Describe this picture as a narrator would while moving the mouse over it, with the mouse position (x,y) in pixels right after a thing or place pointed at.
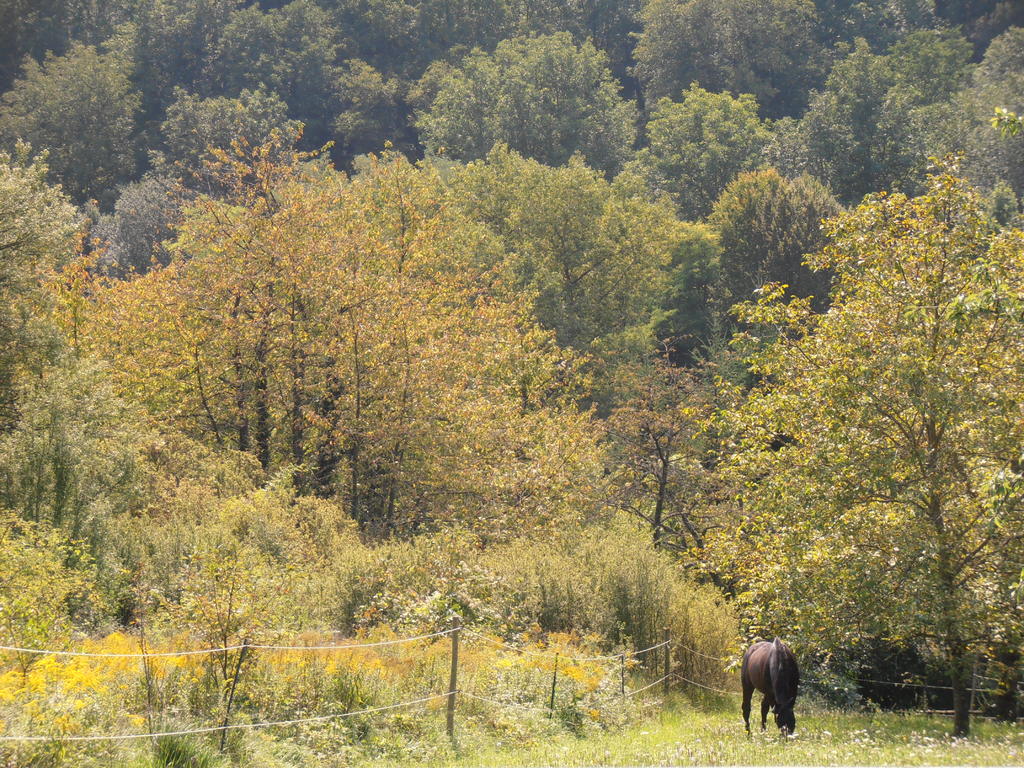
At the bottom of the image (778,683) we can see a grass (736,726) and horse (789,690). In the background (223,529) we can see fencing (431,699) and trees (499,339).
